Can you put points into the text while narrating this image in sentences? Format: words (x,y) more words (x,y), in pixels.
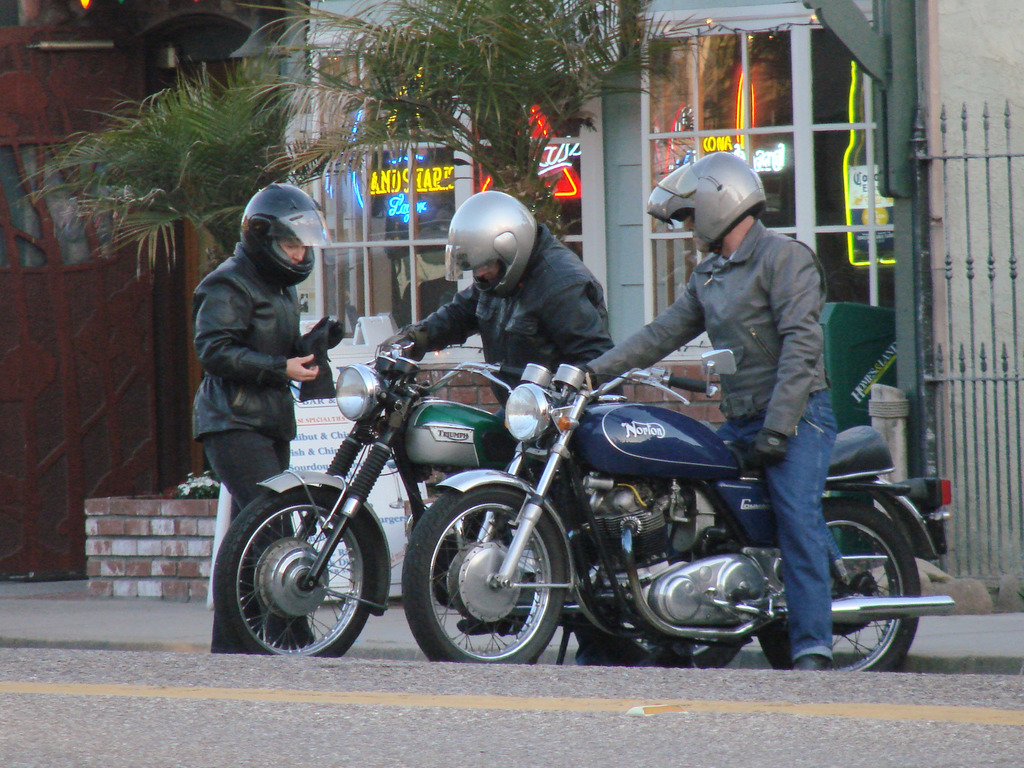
In this picture there are three people (289,278), a man (286,205) who is standing at the left side of the image (266,337) and two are sitting on the bikes (610,550), there are trees (611,54) at the left side of the image (125,186) and there is a restaurant (658,279) at the right side of the image (690,241).
